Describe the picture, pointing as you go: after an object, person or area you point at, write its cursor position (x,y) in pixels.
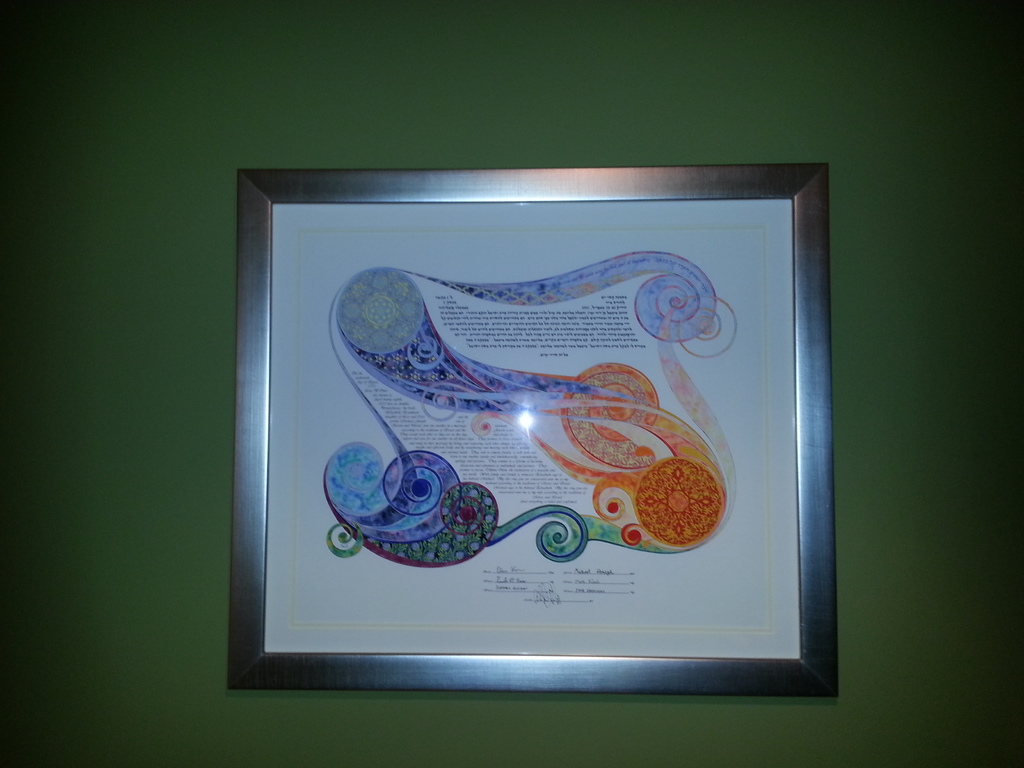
In the center of the image (381,270) there is a photo frame (564,426) with some text (557,352) on the wall (262,114).
